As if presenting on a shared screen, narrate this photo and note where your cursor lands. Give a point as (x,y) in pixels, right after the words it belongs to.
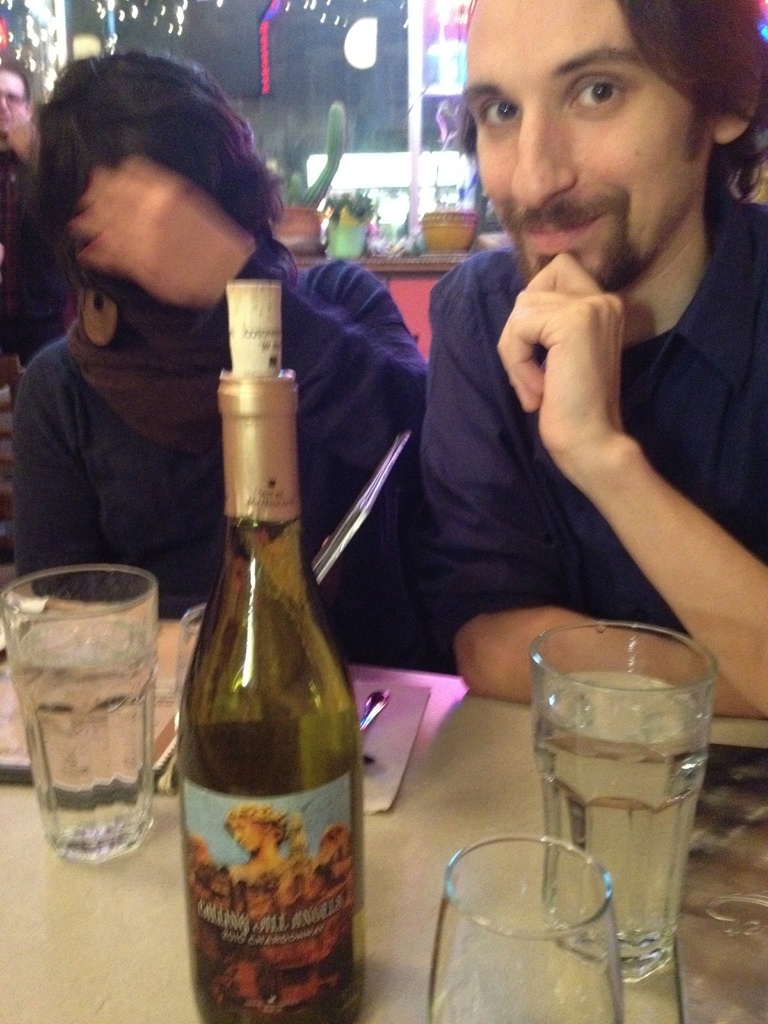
In this image i can see a bottle (277,795), three glasses (575,809) on a table (26,809) at the back ground (478,294) i can see two persons (447,298) sitting a small plant (307,226) and a glass (324,53).
